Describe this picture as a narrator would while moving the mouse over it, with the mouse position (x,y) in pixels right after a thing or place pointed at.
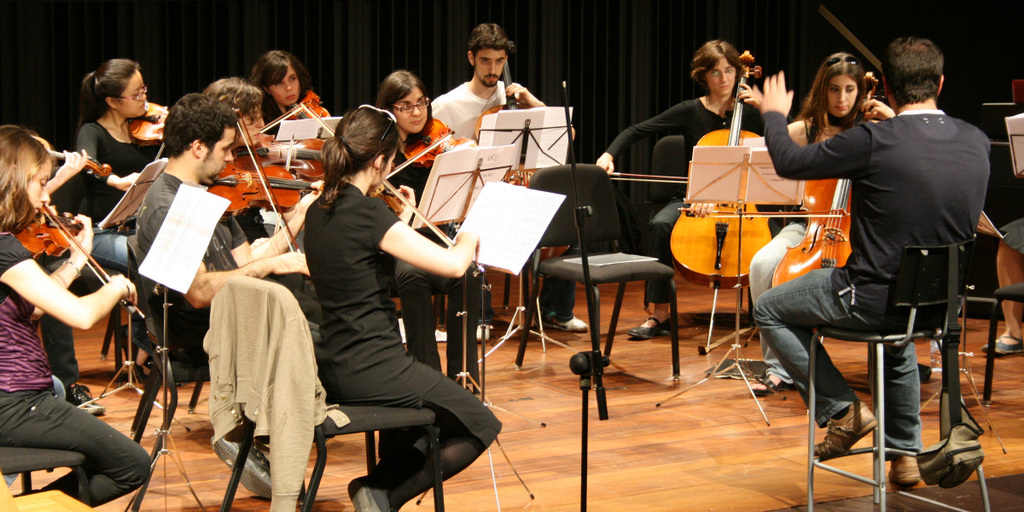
In this image I can see the group of people (357,293) playing the musical instruments (263,186).
